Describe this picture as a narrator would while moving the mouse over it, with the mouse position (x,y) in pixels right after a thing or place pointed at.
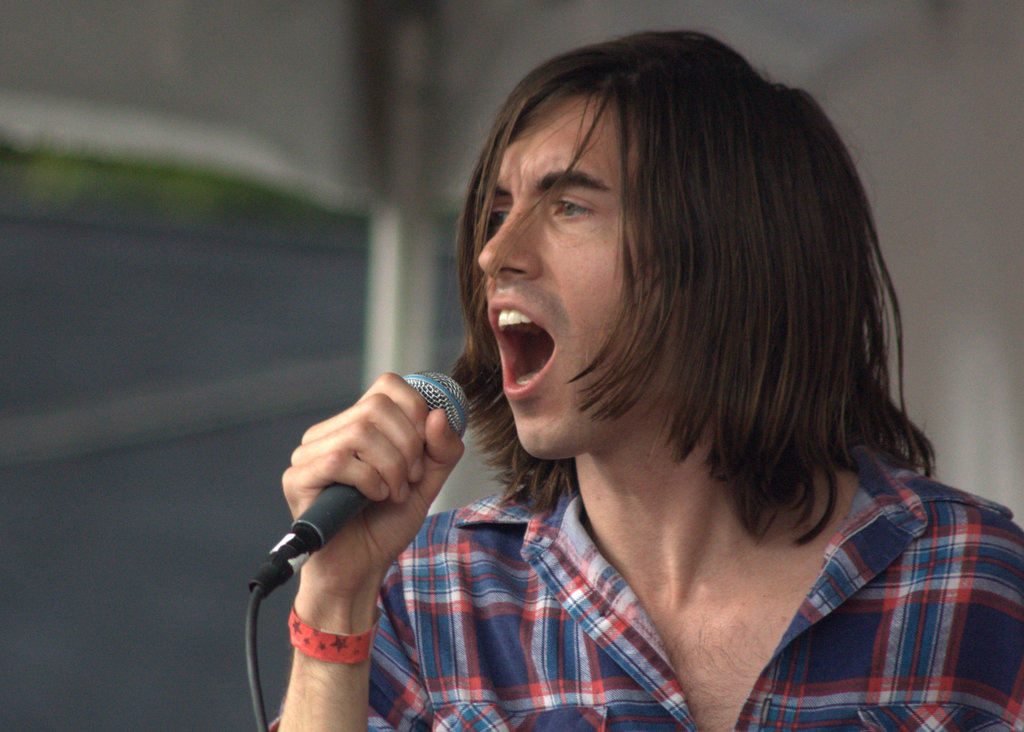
In the image in the center (586,452) we can see one person (612,640) standing and holding microphone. In the background (480,108) there is a wall (466,54).
